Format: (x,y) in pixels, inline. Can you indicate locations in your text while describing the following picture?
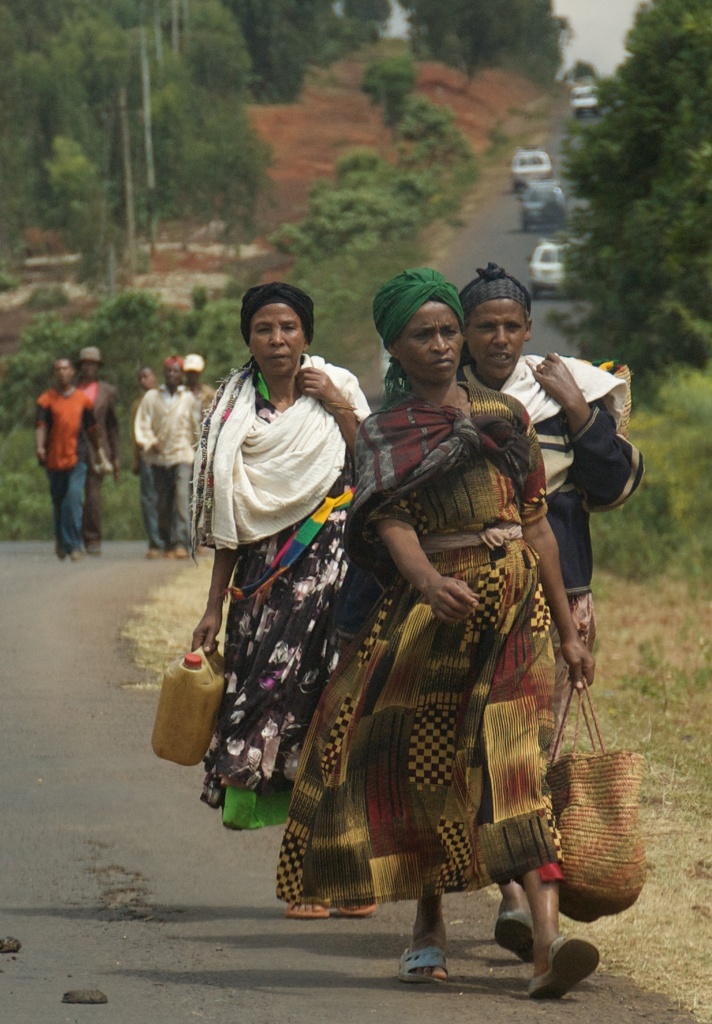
In the picture I can see a group of people (273,551) are walking on the road (368,945), some of them are holding objects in hands (435,597). In the background (401,244) I can see vehicles (533,183) on the road (518,244), plants (603,519), trees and some other objects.
